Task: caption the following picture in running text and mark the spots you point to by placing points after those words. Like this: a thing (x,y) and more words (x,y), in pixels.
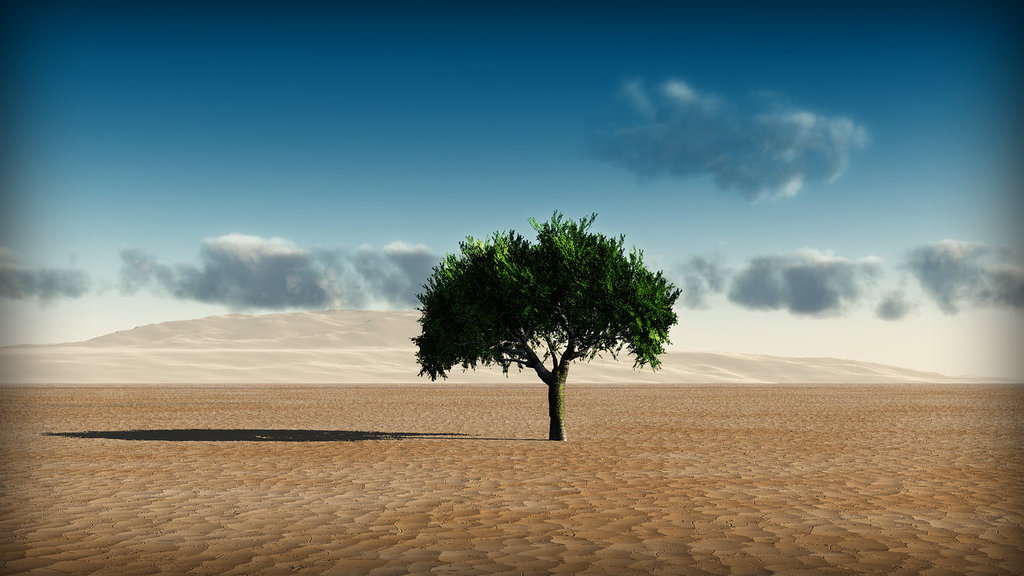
In this image there is a desert (480,458), in the middle (547,375) there is a tree (547,375), in the background (95,213) there is the sky (430,116).
